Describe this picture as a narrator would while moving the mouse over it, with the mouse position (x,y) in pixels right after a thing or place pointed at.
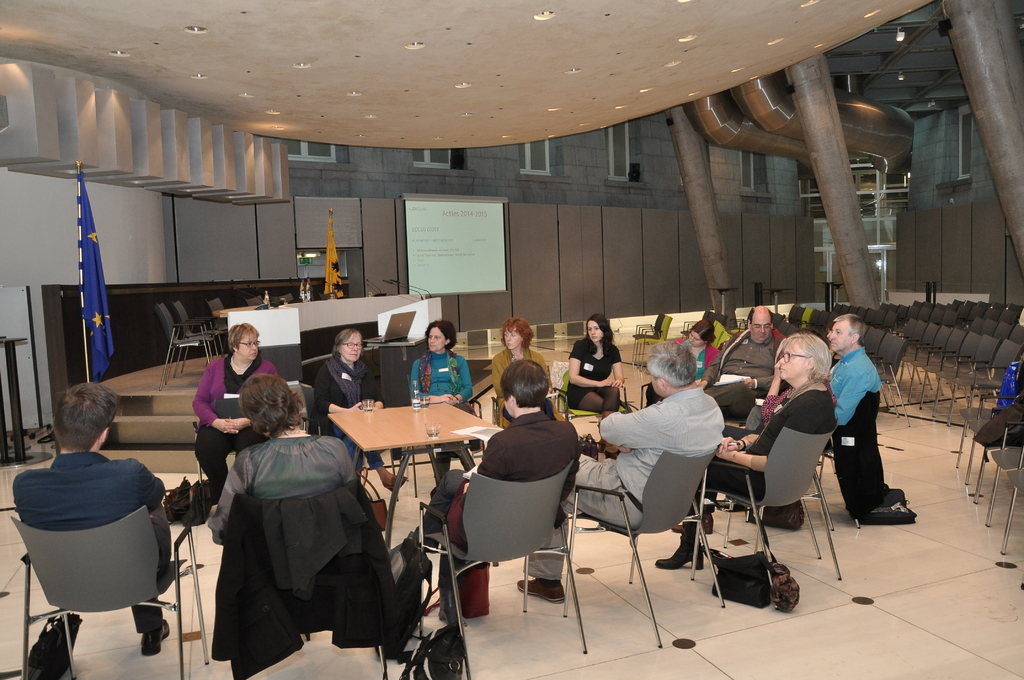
This picture is clicked in a building (718,149). There are group of people (749,324) sitting around a table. On the table (446,425) there are glasses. Towards the left (91,373) there is a flag (108,348) which is in blue, there is another flag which is in yellow in color. Towards the right (877,339) there are empty chairs (1023,468), there are three pillars (973,67) towards the right (965,61). In the center (497,228) there is a board (480,203) with some text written on it. In the left bottom (37,650) there is a bag (50,640) which is in black in color. There are four people (259,417) facing backwards and remaining people (749,347) are facing forward.
